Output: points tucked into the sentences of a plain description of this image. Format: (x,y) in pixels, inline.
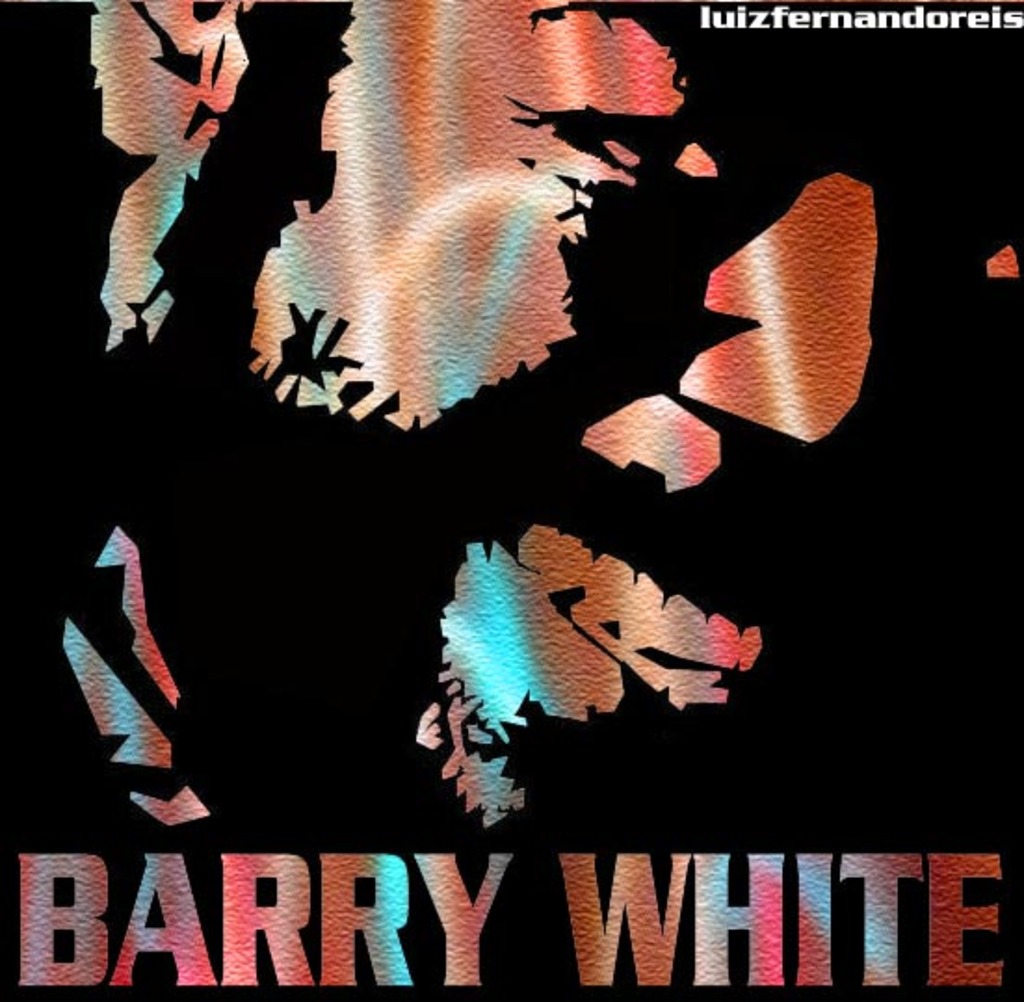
This is a graphic poster. At the bottom of it, we see "BARRY WHITE" (388,905) written on it.
